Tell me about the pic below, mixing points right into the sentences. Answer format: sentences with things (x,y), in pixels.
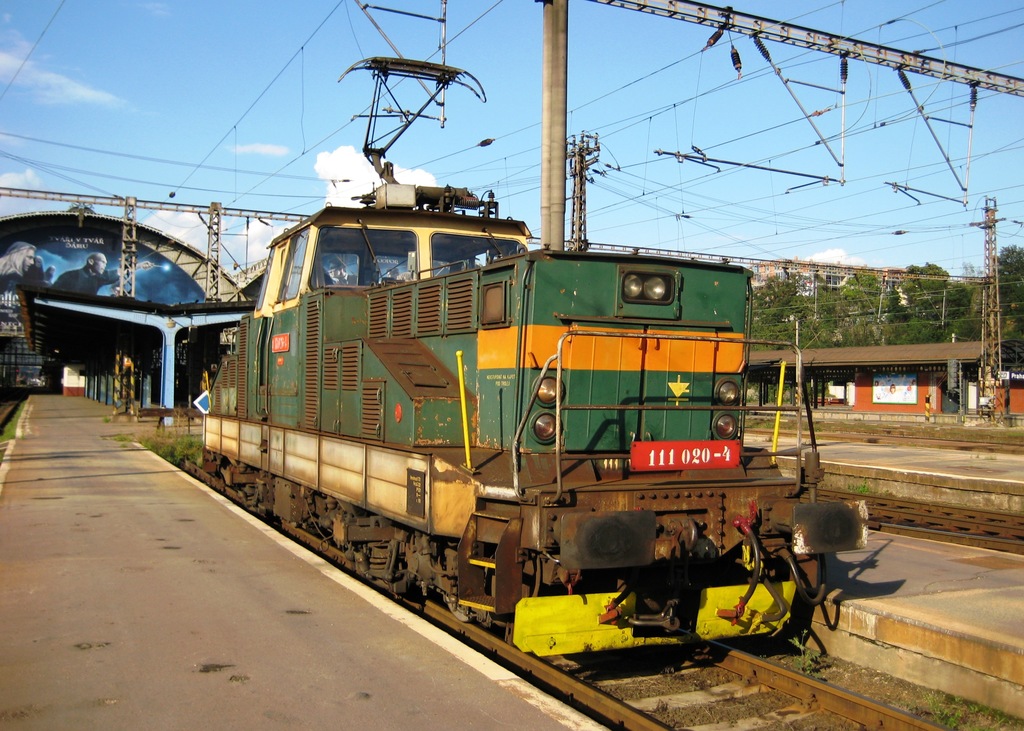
In the center of the image (393,410) there is a train (478,466) on the railway track (561,692). On the right side of the image (996,678) we can see trees (868,315), platform (821,441), persons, current pole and railway tracks (911,506). On the left side of the image (95,306) we can see station (19,393), platform (25,452), current pole (126,201) and railway track (11,417). In the background (645,199) there is a sky (459,97) and clouds (365,169).
